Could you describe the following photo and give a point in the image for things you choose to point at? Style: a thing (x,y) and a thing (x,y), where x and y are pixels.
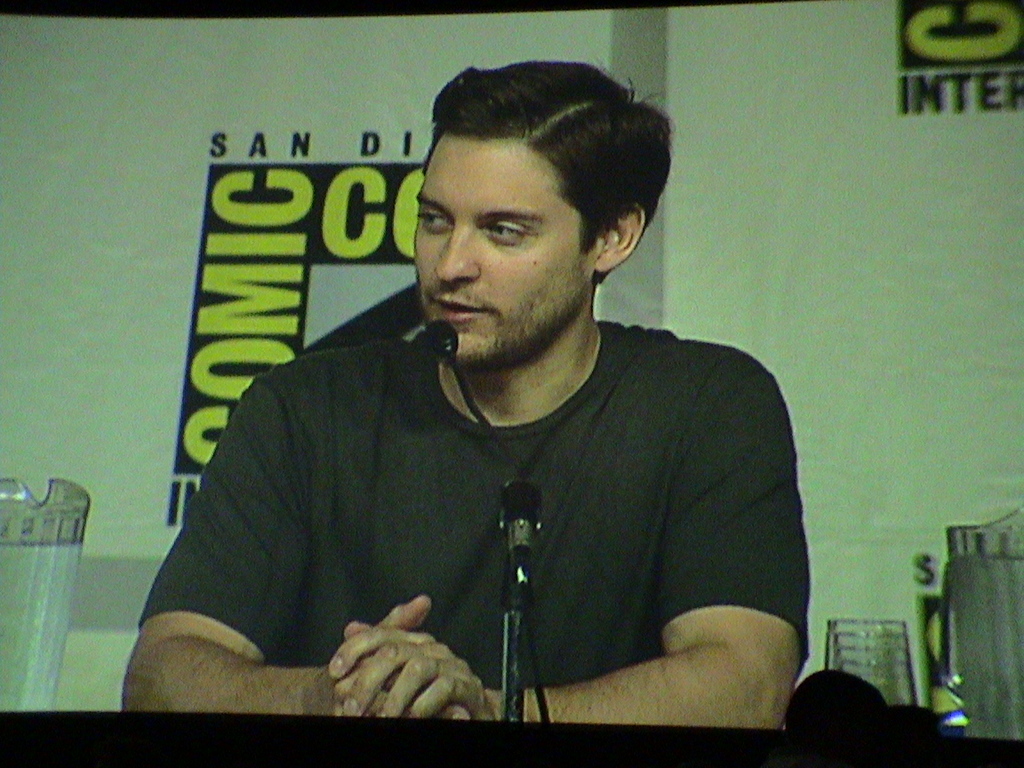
In the middle of this image (589,406), there is a person (304,365) in a t-shirt (555,482), sitting and speaking in front of a microphone (453,346), which is attached to a stand (514,574). In the background (317,241), there is a banner (305,229) and there are other objects (984,647).
